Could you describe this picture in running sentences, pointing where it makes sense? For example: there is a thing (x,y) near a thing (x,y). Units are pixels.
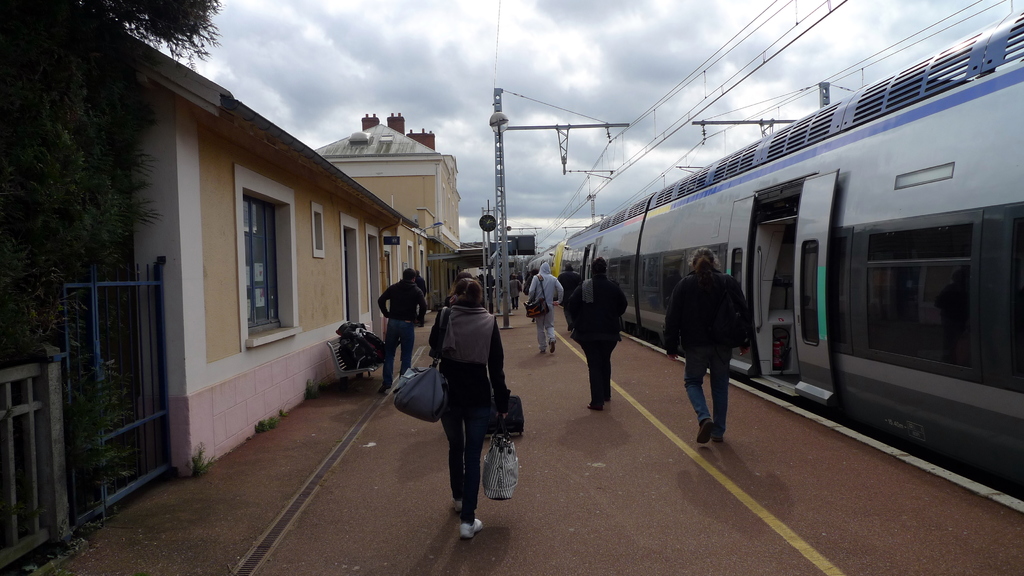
In this image we can see the building (373,252), one train (881,279) on the track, some people (538,325) are walking, few people (539,283) are wearing bags (514,460), one woman (501,405) holding an object (510,442) in the middle of the image (494,333), one fence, one gate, some objects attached to the building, one object (516,429) on the floor (398,440), one bench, some objects (352,360) on the bench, some objects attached to the poles (506,240), some wires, two boards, some poles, some trees (46,211), plants (109,465) and grass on the ground (212,476). At the top (664,28) there is the cloudy sky (607,35).
